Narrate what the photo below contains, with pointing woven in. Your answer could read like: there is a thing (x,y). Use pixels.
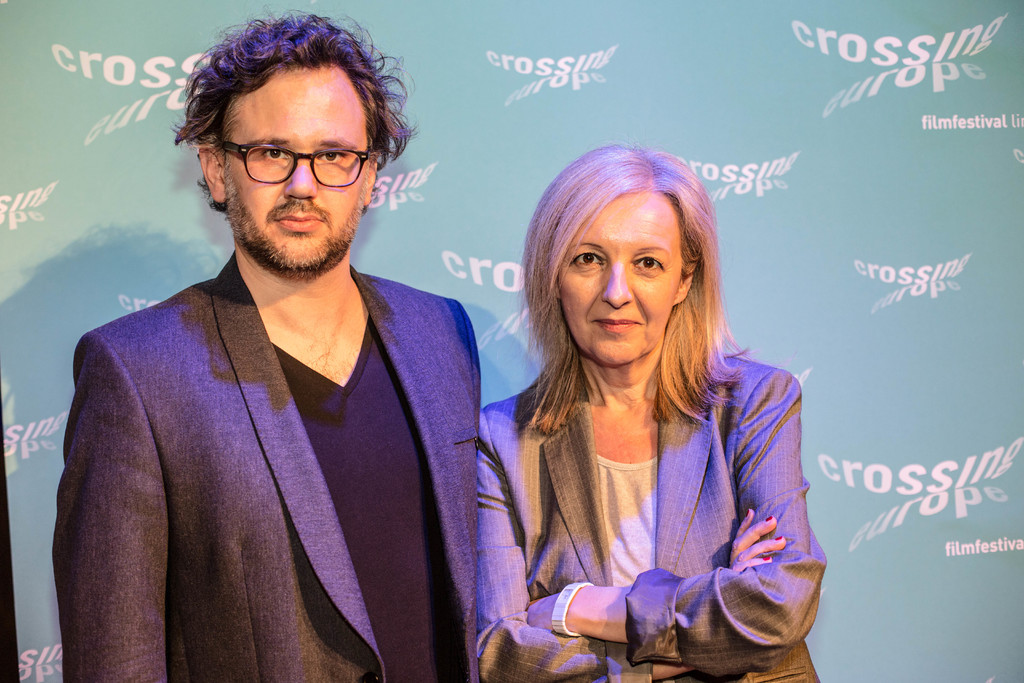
On the left side (340,448), there is a person (193,366) in a suit (192,405), standing. Beside him, there is a woman (581,489) who is smiling and standing. In the background (983,546), there are white color texts (879,43) on a banner (832,326).
